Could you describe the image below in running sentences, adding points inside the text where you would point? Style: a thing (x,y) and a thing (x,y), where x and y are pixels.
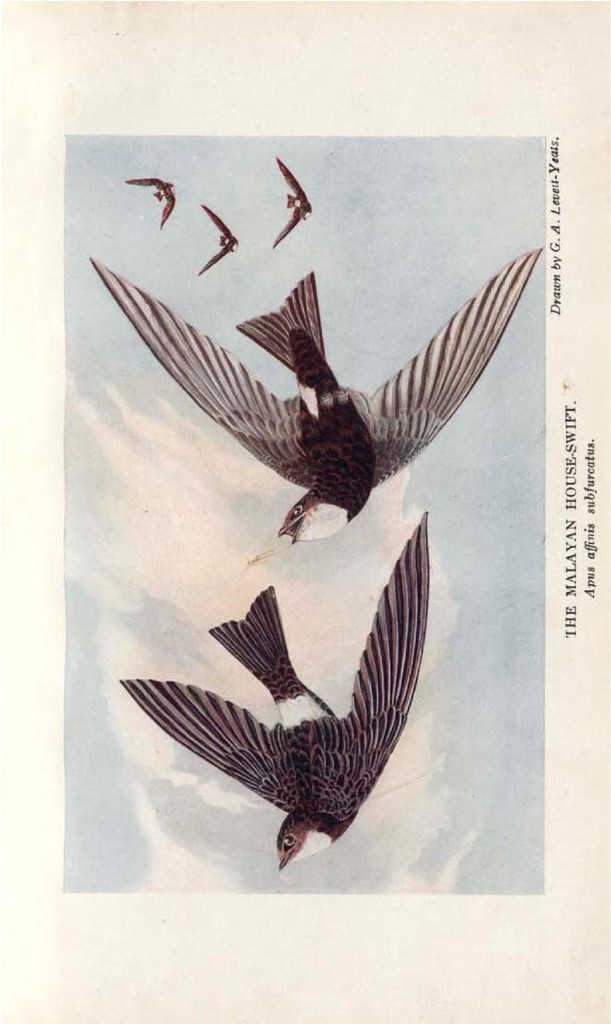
In this image we can see a poster (343,694) with some birds (238,644) flying, also we can see the sky (243,512) with clouds (209,513), on the right side of the image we can see the text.
